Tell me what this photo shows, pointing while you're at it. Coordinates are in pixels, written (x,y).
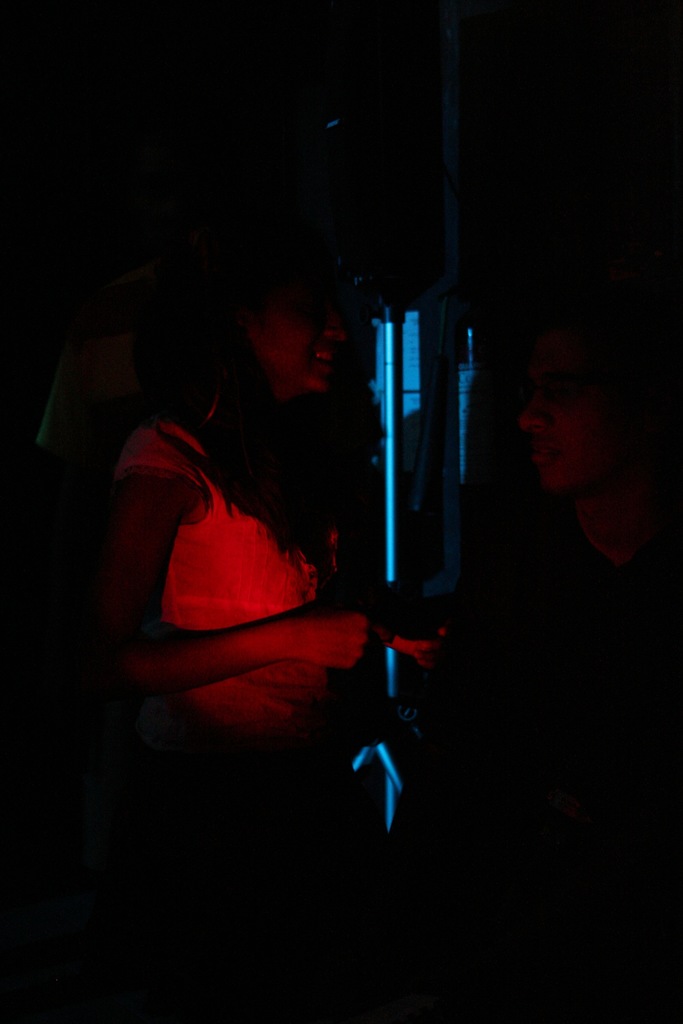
This picture is very dark, in the foreground (247,386) I can see might be three persons (565,641), in the middle (393,359) might be a stand (393,394) visible.
